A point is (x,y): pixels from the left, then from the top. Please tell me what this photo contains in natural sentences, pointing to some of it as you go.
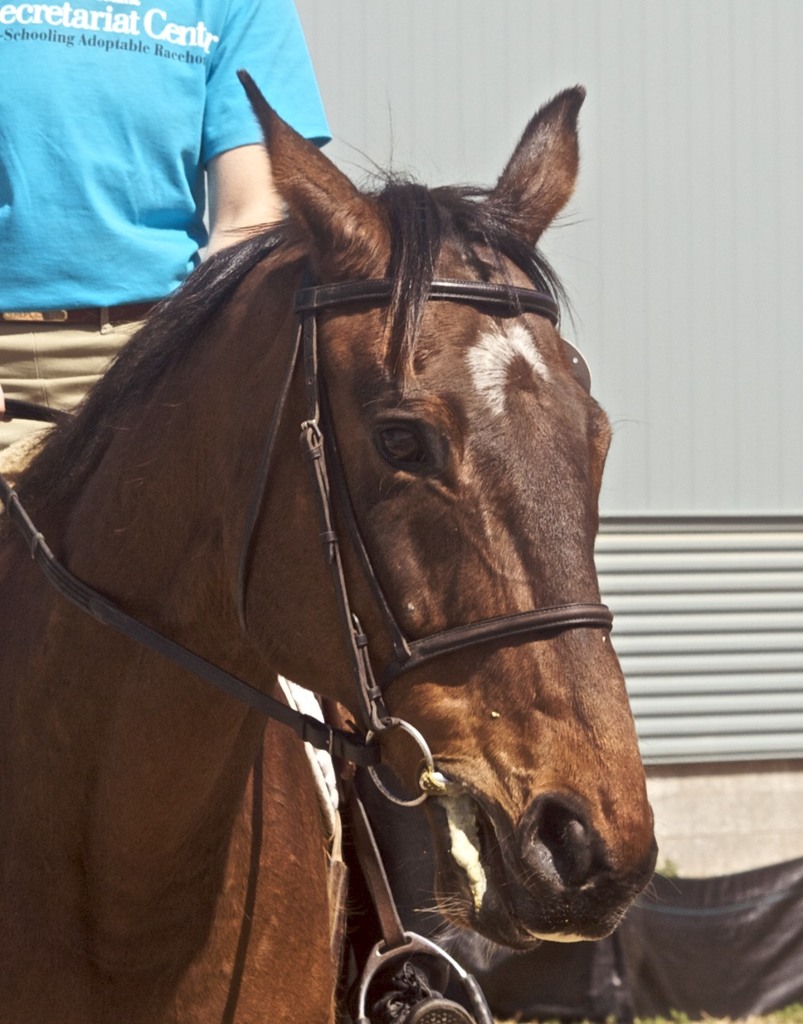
On the left side of this image (128,232) there is a person (115,142) wearing a blue color t-shirt (93,187) and riding a horse (301,818). On the right side (714,468) there is a wall (737,635). At the bottom (718,995) there is a black color object (677,989).
